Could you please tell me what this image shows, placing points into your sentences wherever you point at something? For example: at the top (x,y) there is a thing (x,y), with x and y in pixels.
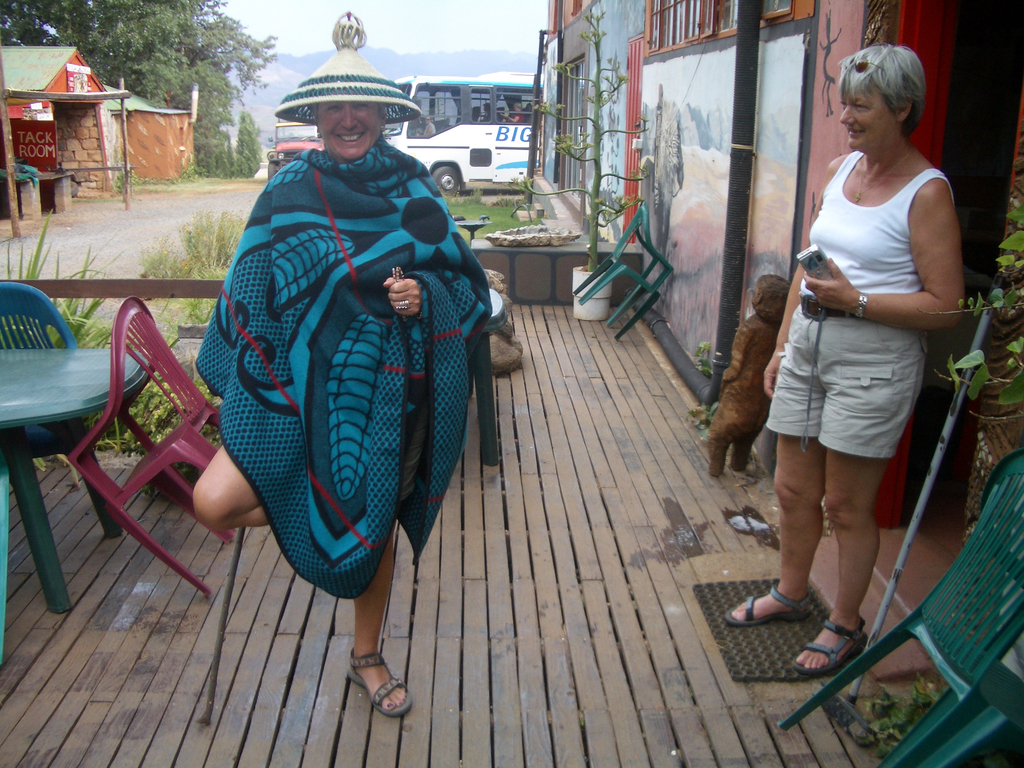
In the center of the image (400,330), we can see a lady (330,171) wearing a hat (348,91) and a blanket (382,343). On the right (861,260), there is a person (886,239) holding a camera (818,267). In the background (467,96), there are chairs (123,311), sheds (60,89), trees (171,85), vehicles (493,86) on the road (148,197) and we can see plants (552,114), tables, windows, sticks (941,454) and there is a floor (582,589). At the top (453,23), there is sky (453,45).
